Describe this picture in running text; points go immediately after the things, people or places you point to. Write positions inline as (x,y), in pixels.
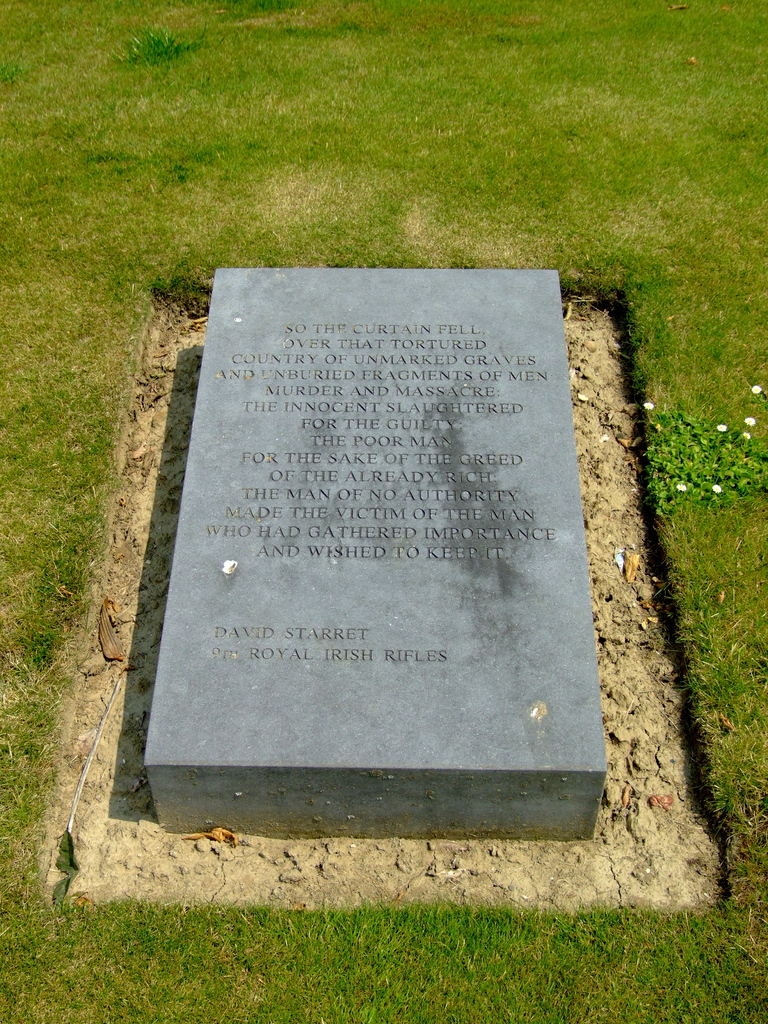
In this image we can see a grave (372,598) with some text (368,438) written on it and grassy land (209,175).
